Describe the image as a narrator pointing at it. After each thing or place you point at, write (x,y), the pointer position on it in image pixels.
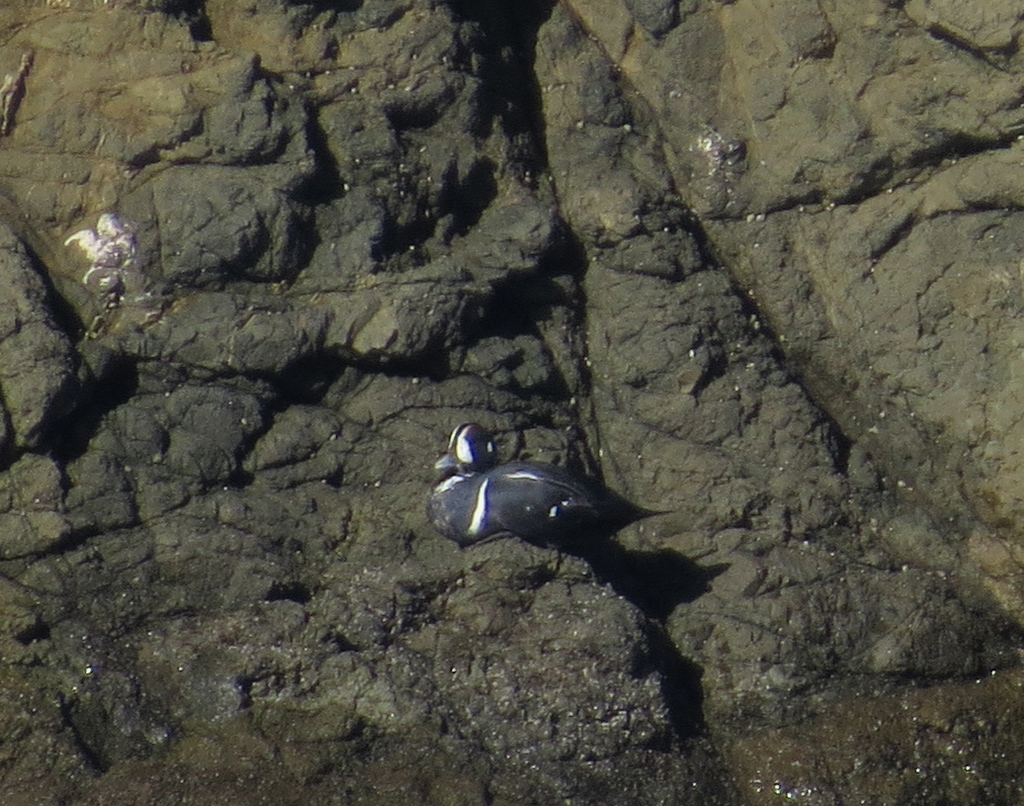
In this image, we can see a bird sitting on the rock (475,144).
